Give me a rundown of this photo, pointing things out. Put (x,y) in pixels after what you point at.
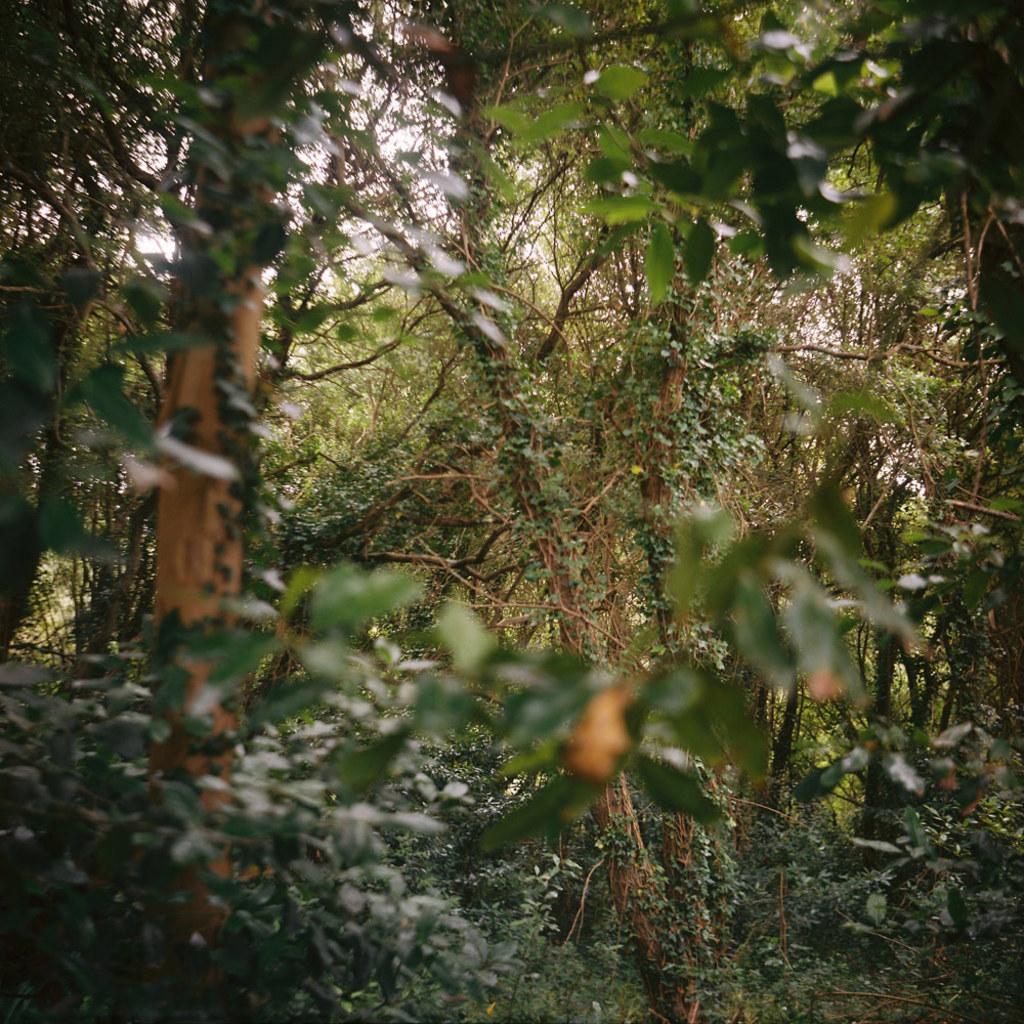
In this image I see number of trees (539,327).
